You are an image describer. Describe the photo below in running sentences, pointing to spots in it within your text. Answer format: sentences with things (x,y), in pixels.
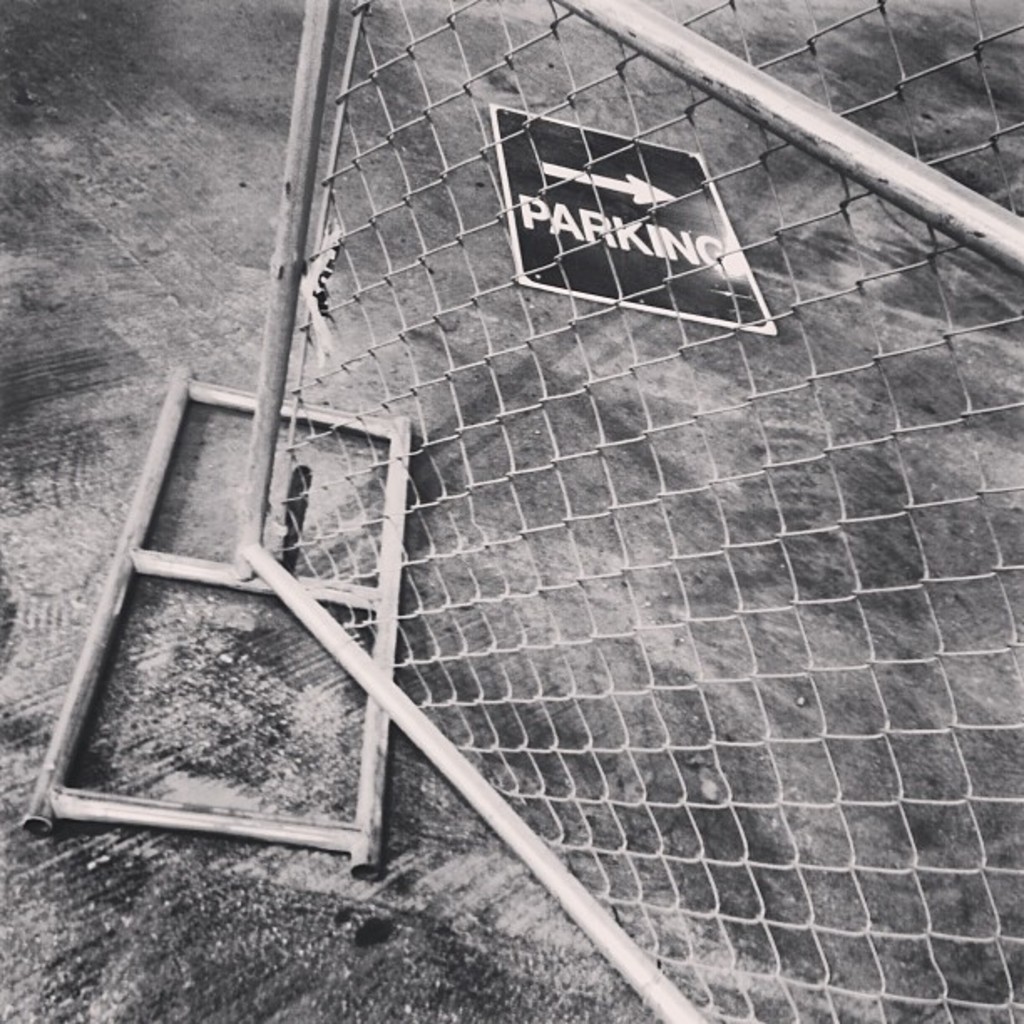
In this image I can see the fencing (329,635), background (527,187) I can see a board (551,174) and the image is in black and white.
